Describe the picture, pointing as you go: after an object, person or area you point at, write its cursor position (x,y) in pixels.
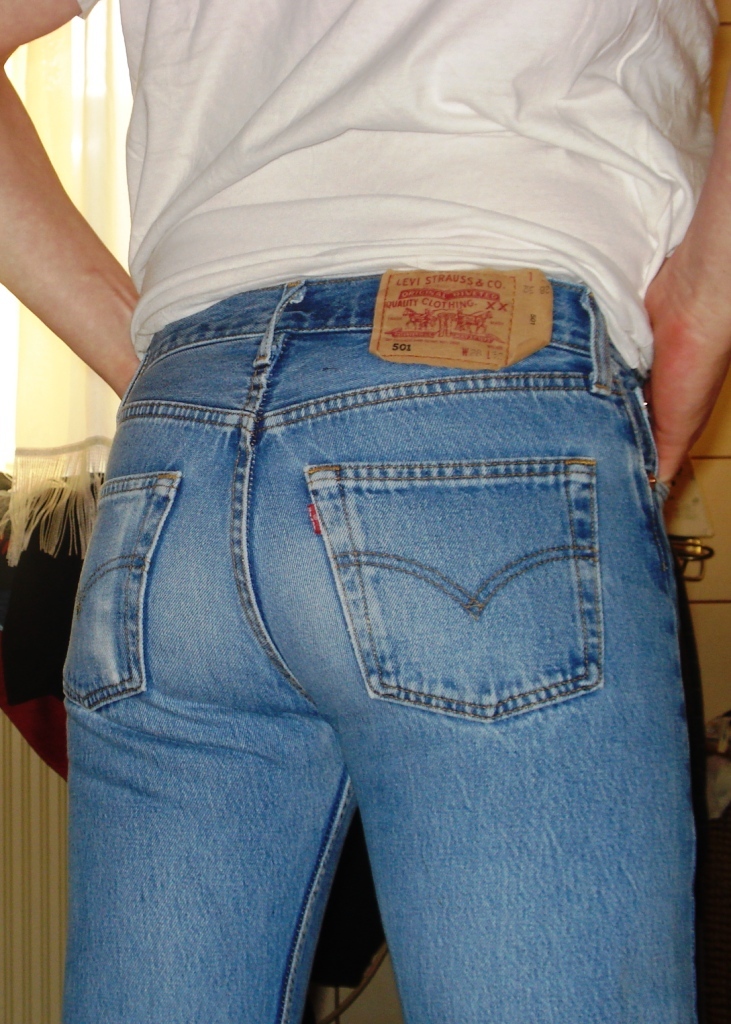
In this image I can see a person (465,435) wearing jeans (469,426) and white top (307,81). Back I can see a curtain (86,180) and few objects (19,652).
